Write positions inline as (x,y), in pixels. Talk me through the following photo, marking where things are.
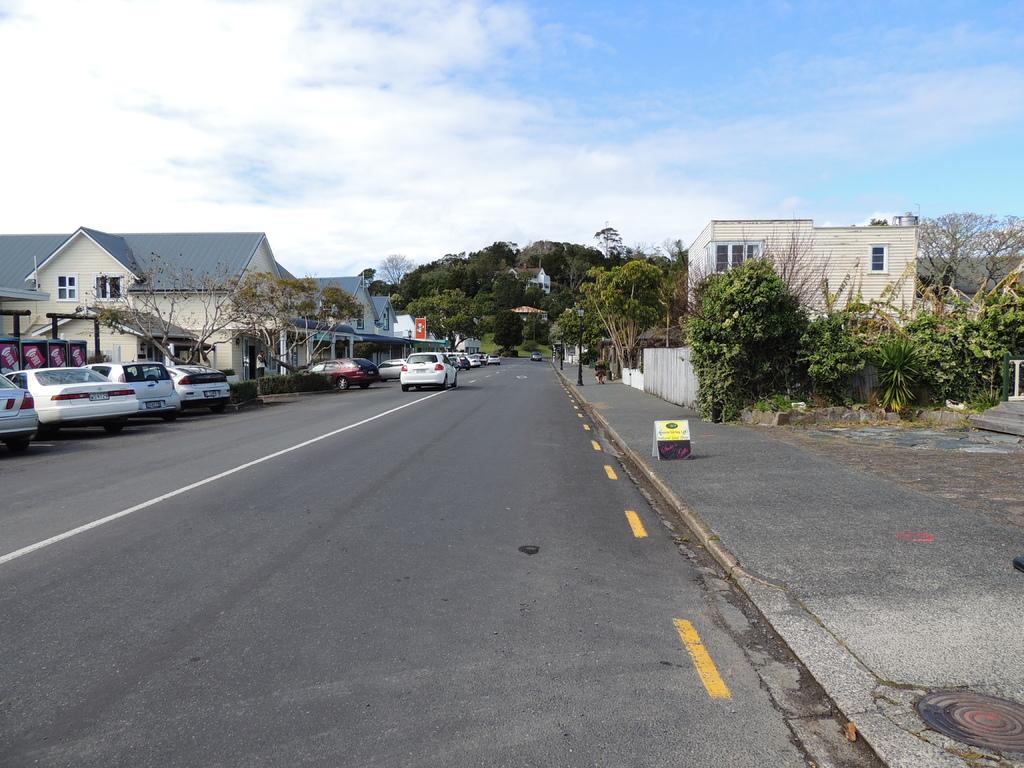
In this image at the bottom (348,680) there is road (499,501), and on the road (348,480) there are some vehicles (421,380). And in the background (44,334) there are some houses (224,332), buildings (225,366), trees (743,375) and some poles (579,377) and some boards (57,342). At the top of the image (485,156) there is sky (490,118).
